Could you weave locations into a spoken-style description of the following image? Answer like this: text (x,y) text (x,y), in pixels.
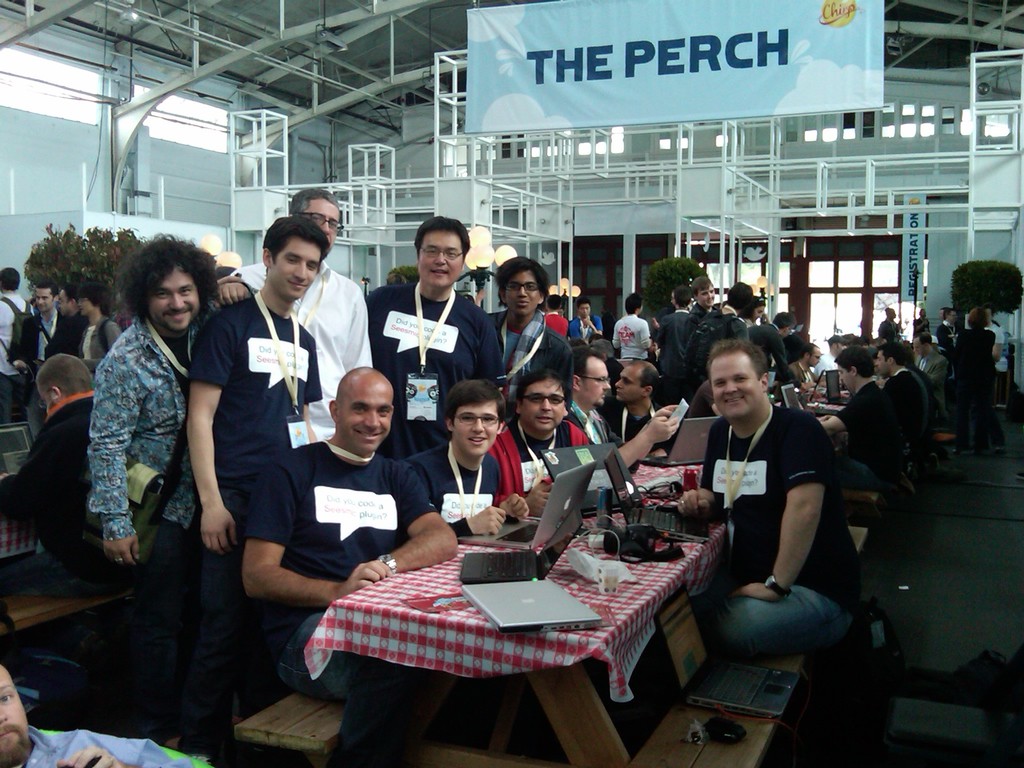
The picture inside a building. There are tables (597,660) and chairs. On the table (537,554) there are laptops (557,528), paper (595,562). People (623,450) are sitting few people (405,289) are standing. All are smiling. There are some house plant (683,264) inside the building (682,251). On the top (728,103) there is a banner (662,103). On it is written 'THE PERCH'.
